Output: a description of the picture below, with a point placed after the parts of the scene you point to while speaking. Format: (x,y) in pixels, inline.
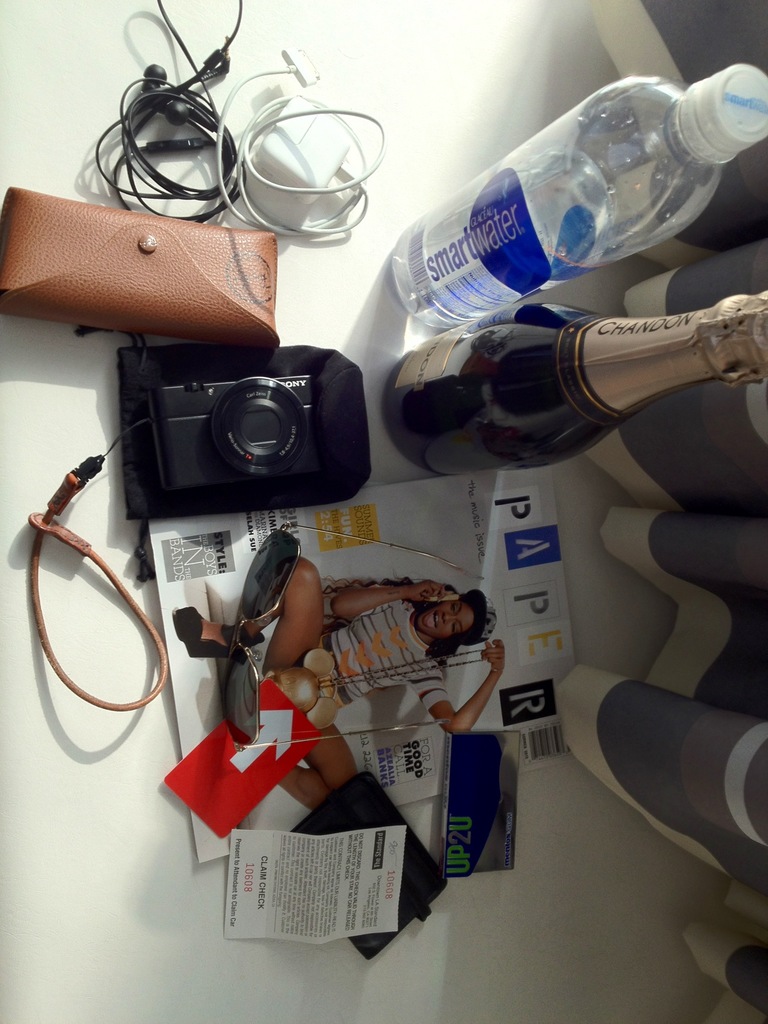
In this image there are two bottles (566,312) and one charger (328,170) white in colour one headphone (171,146) black in colour one spectacle case (177,284) brown in colour one camera (222,432) and there is one magazine (409,522) on the magazine (363,602) there is one goggle (258,655). In the background (687,630) one curtain (729,548) which is grey in colour is visible.
